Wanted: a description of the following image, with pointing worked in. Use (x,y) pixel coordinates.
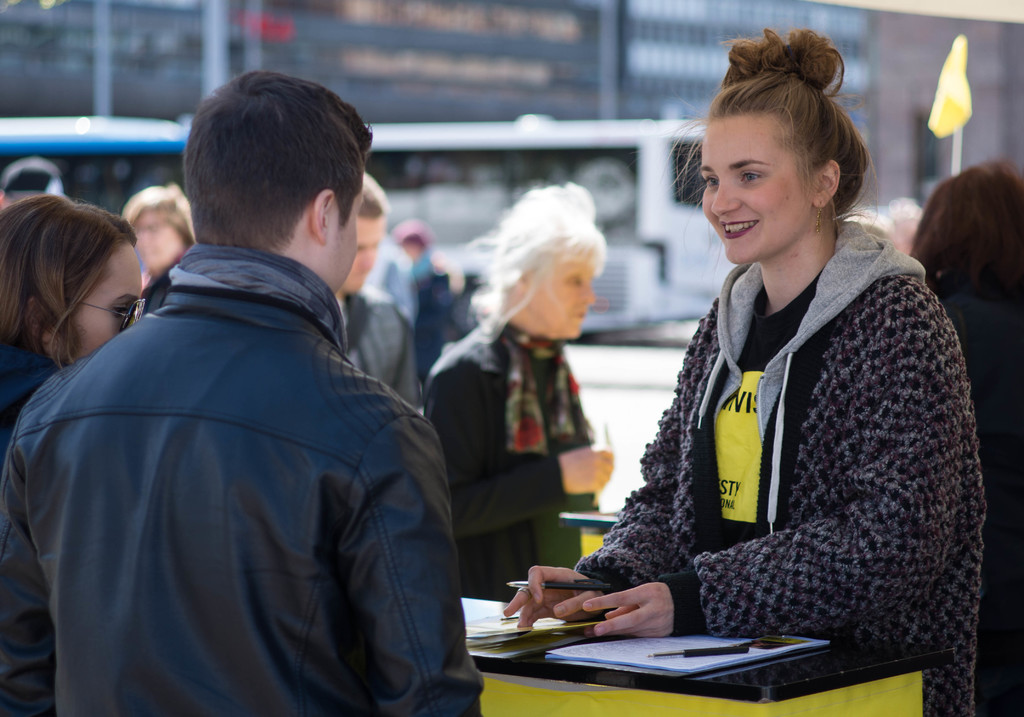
In this picture there are people (962,394), among them there is a woman (772,431) standing and smiling and holding a pen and we can see papers (598,651), pen (671,652) and objects (498,622) on the table (788,677). In the background of the image (953,147) it is blurry and we can see yellow object (958,45) on pole (959,134).
